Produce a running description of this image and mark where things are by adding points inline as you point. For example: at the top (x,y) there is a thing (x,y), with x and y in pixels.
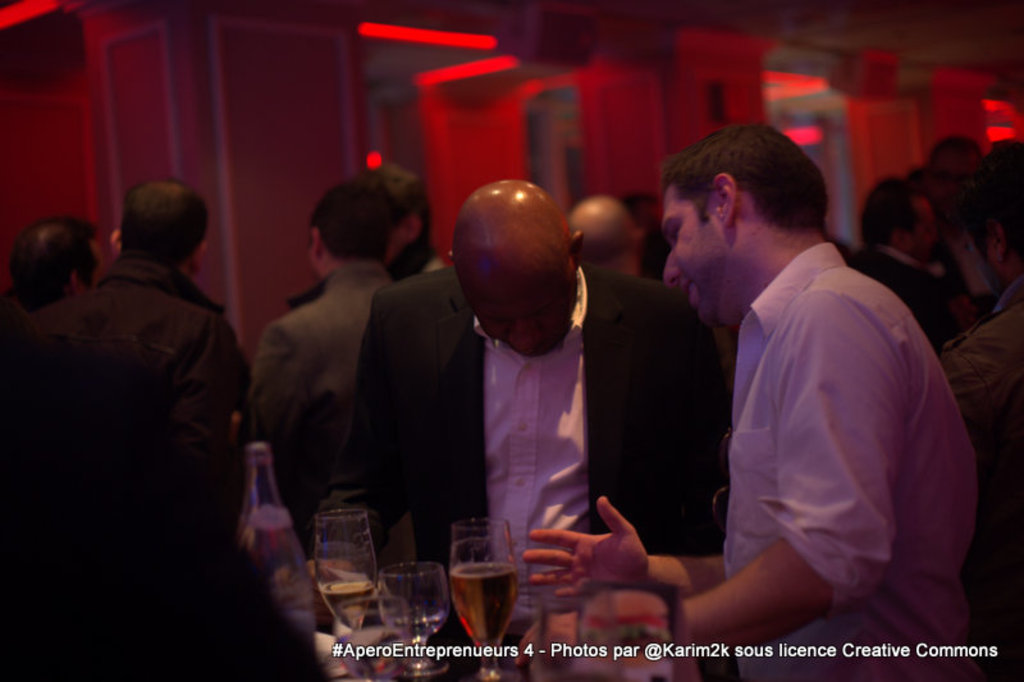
In this image we can see a few people (581,442), there are some liquid glasses (367,584) and a bottle (286,560), in the background (443,154) we can see some pillars (579,107) and lights (790,93).
